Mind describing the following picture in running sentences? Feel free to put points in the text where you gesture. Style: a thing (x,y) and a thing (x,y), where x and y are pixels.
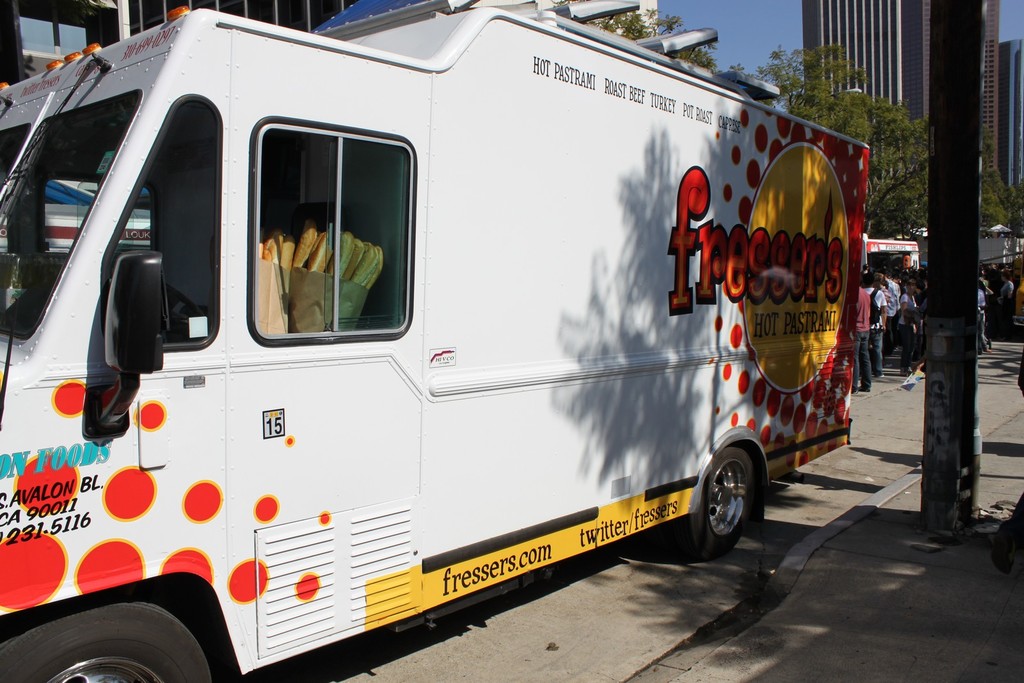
In this image we can see a few people (1009,323), there are some food items (290,260) in the truck (194,439), there are texts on the truck (688,294), there is a pole (945,279), and buildings (911,56), also we can see the sky (749,26).
